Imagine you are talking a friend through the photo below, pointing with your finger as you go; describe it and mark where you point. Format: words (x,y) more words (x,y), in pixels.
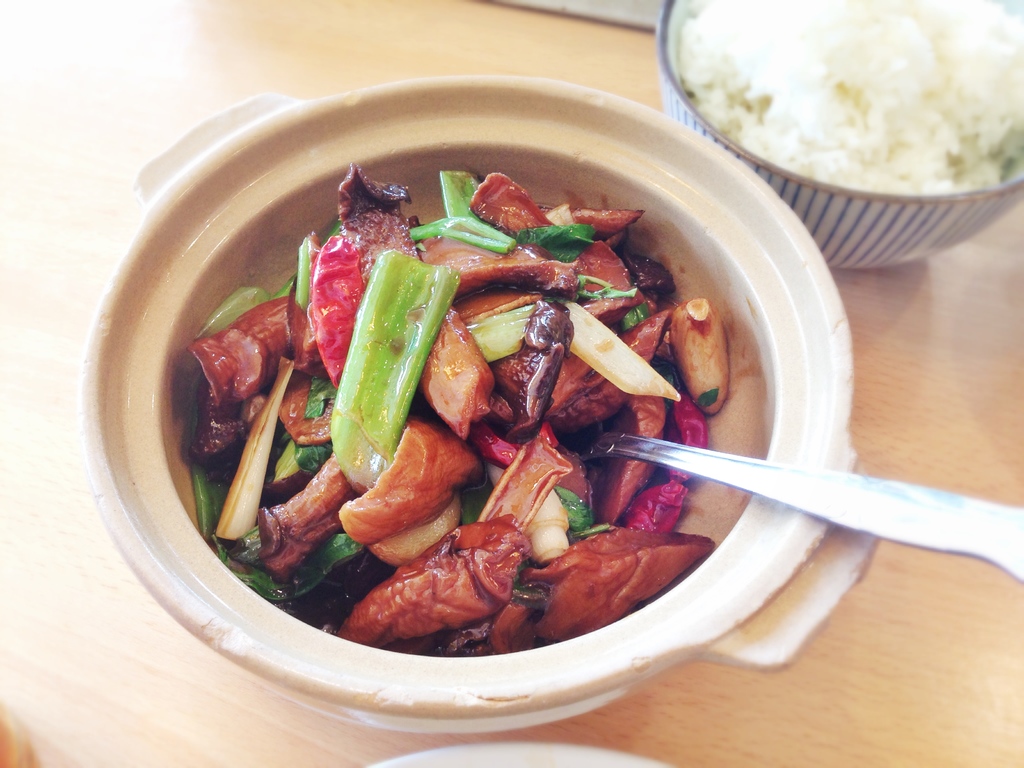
In this image we can see rice (830,100) in one bowl (848,215) and food item (639,352) which is made up of vegetables (401,306) in the other bowl (414,161). And one spoon (719,452) is also there. Background of the image (985,307), wooden surface (915,592) is present.
